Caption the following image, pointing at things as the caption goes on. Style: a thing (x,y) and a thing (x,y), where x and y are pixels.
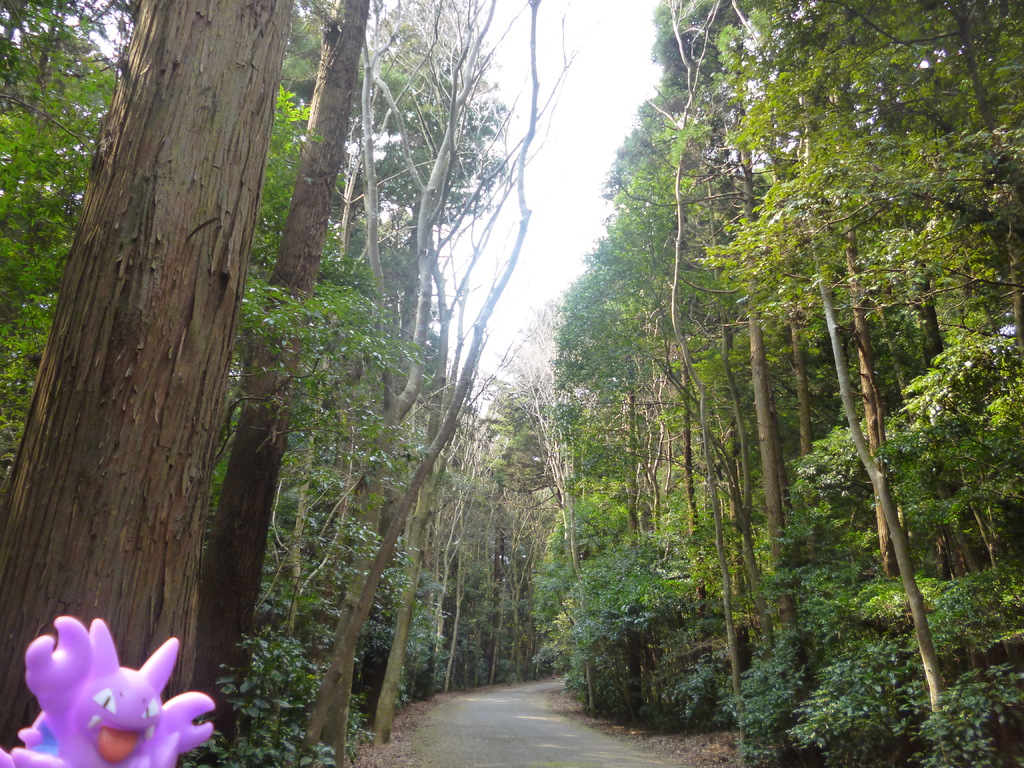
This is an outside view. At the bottom (495,706) there is a road (495,717). On both sides of the road (499,732) there are many trees (314,466). In the bottom left (74,690) there is a toy (88,686). At the top of the image (585,133) I can see the sky (584,149).
